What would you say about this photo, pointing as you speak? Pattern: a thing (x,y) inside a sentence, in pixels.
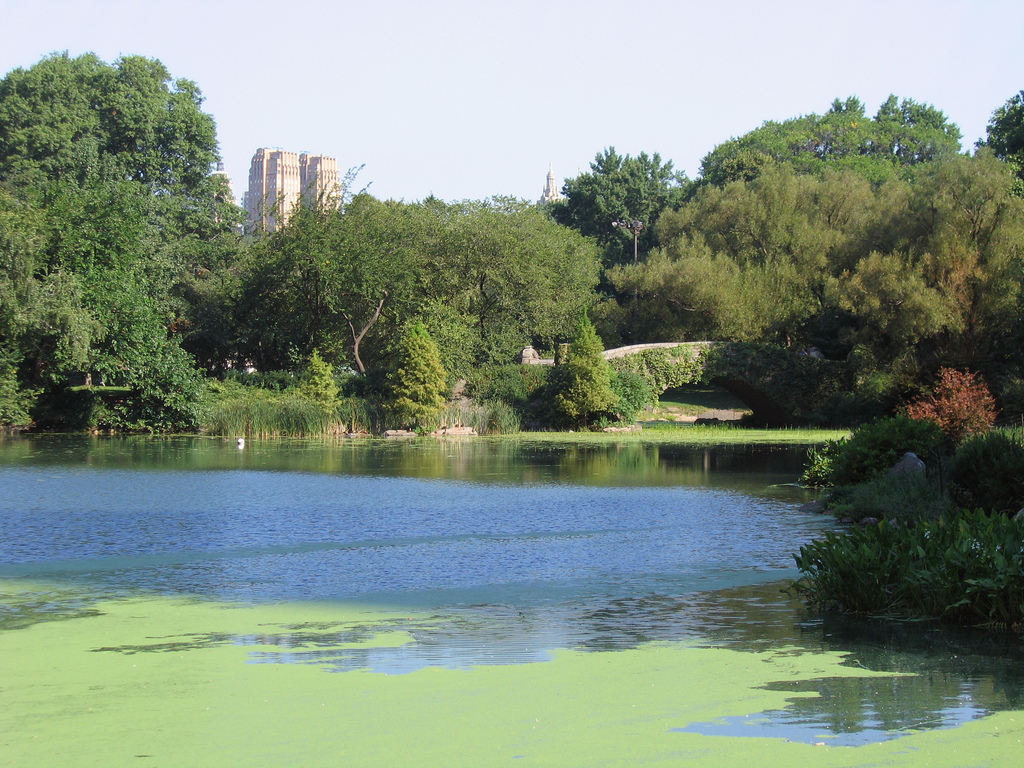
This is the image of a lake (916,720) where we can see trees (882,365) and plants (980,451) around it. In the background (369,187), there is a building (327,175) and the sky (543,194).
